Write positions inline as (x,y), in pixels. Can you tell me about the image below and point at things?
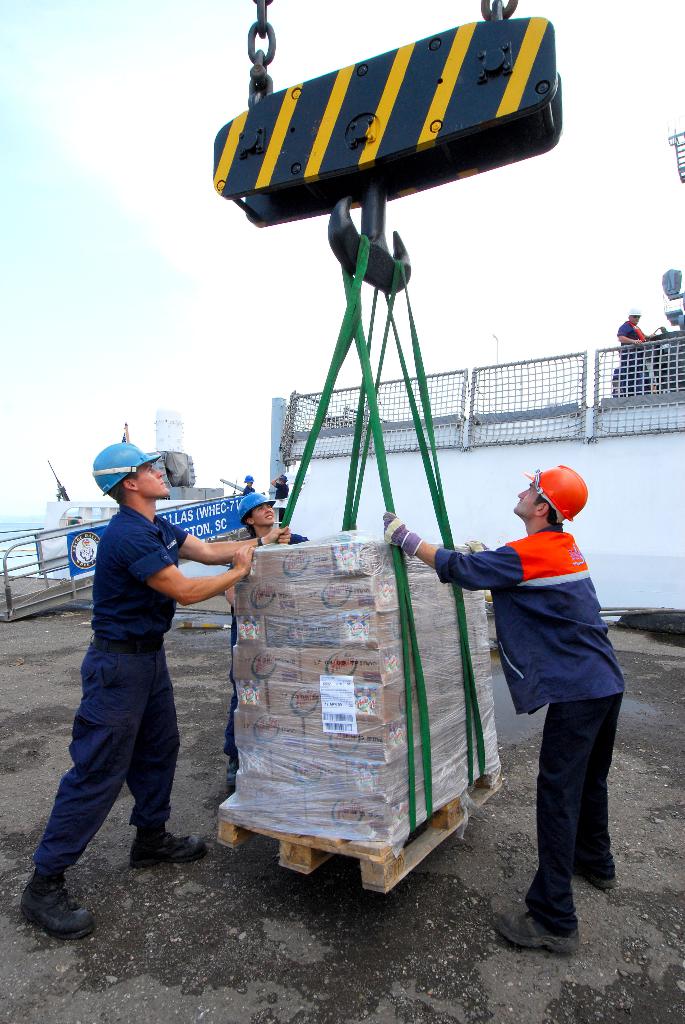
In this image in the center (430,553) there are persons (109,631) standing and holding an object (306,553) which is brown in colour and green in colour. In the background (194,509) there is a board (185,511) with some text (183,513) written on it and there are persons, there is a wall (537,461) and there is a fence (597,385) and behind the fence (621,358) there is a person (624,341) standing and the sky (196,178) is cloudy and there is water (23,534).
